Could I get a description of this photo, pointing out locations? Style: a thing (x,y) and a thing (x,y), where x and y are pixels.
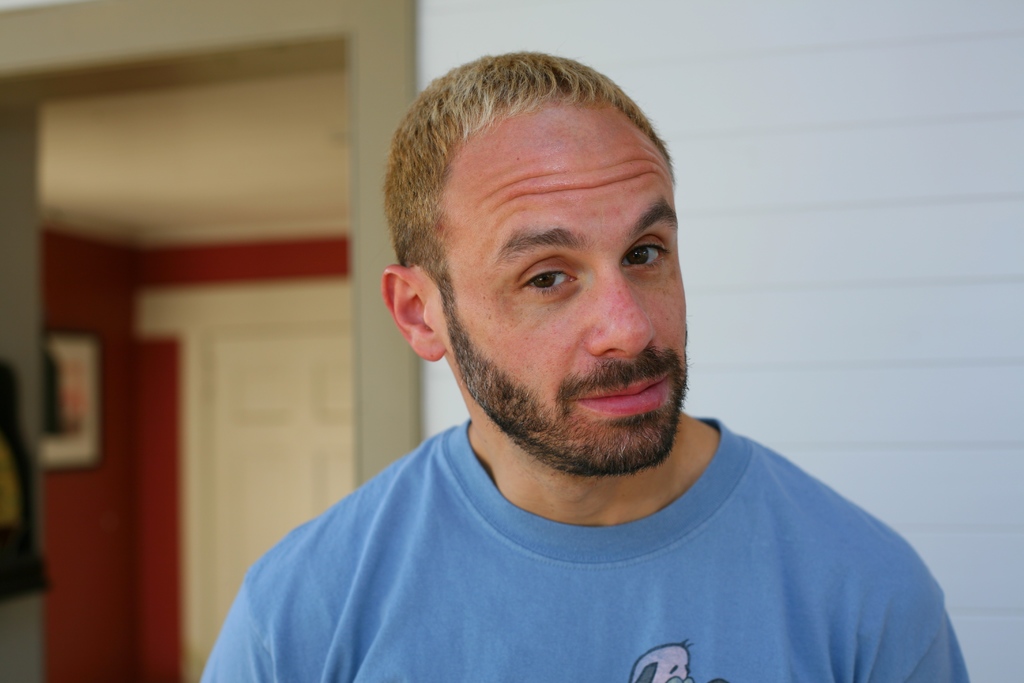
In the center of the image (527,357) we can see a man (526,489) is wearing blue T-shirt (234,634). In the background of the image (1018,46) we can see the wall (429,380), door (250,523), board (54,355).
